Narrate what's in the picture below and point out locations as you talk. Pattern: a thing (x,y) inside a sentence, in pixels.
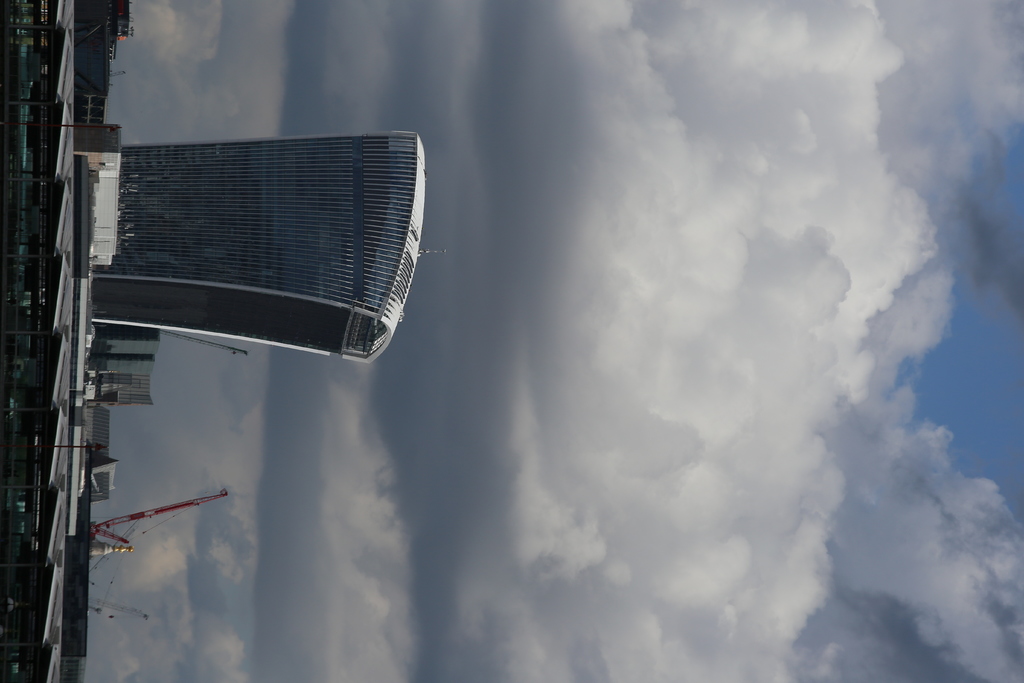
In the picture I can see buildings (124,290), poles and some other things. In the background (501,441) I can see the sky (501,441).
